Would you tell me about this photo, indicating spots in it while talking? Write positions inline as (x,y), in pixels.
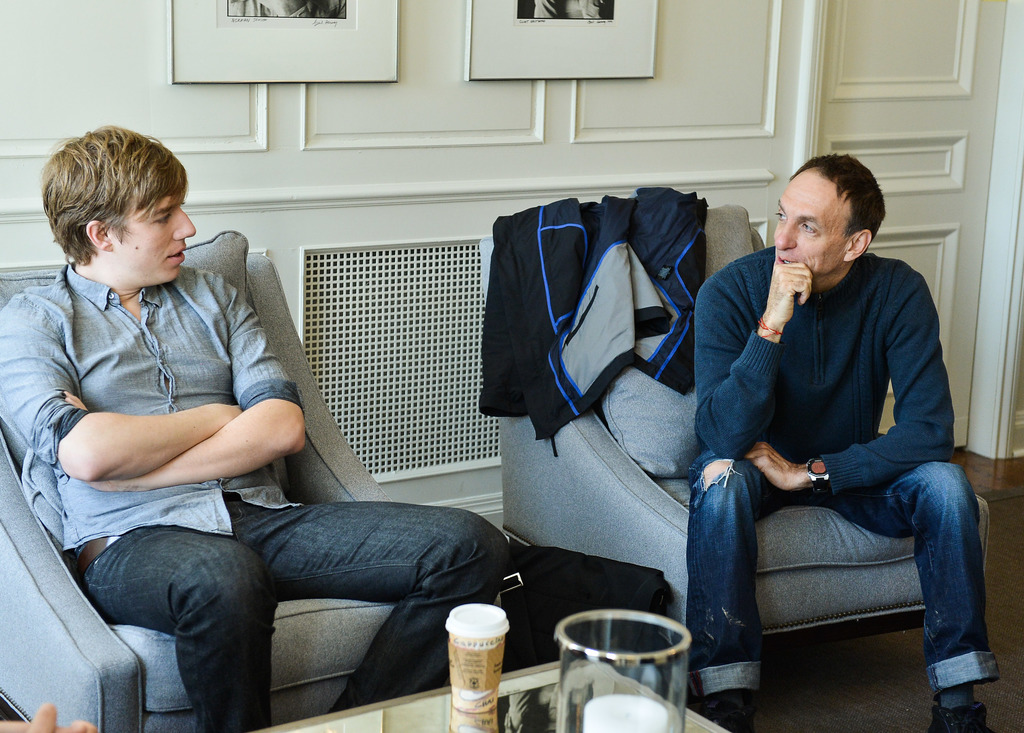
In this image there are persons (721,341) sitting on a sofa (510,441) in the center (623,425). In the front (467,674) there is a glass (475,664) and a jar (573,694) on the table (431,712). In the background (316,62) there are frames (335,79) on the wall (581,80) and there is a door (880,112) which is white in colour.
